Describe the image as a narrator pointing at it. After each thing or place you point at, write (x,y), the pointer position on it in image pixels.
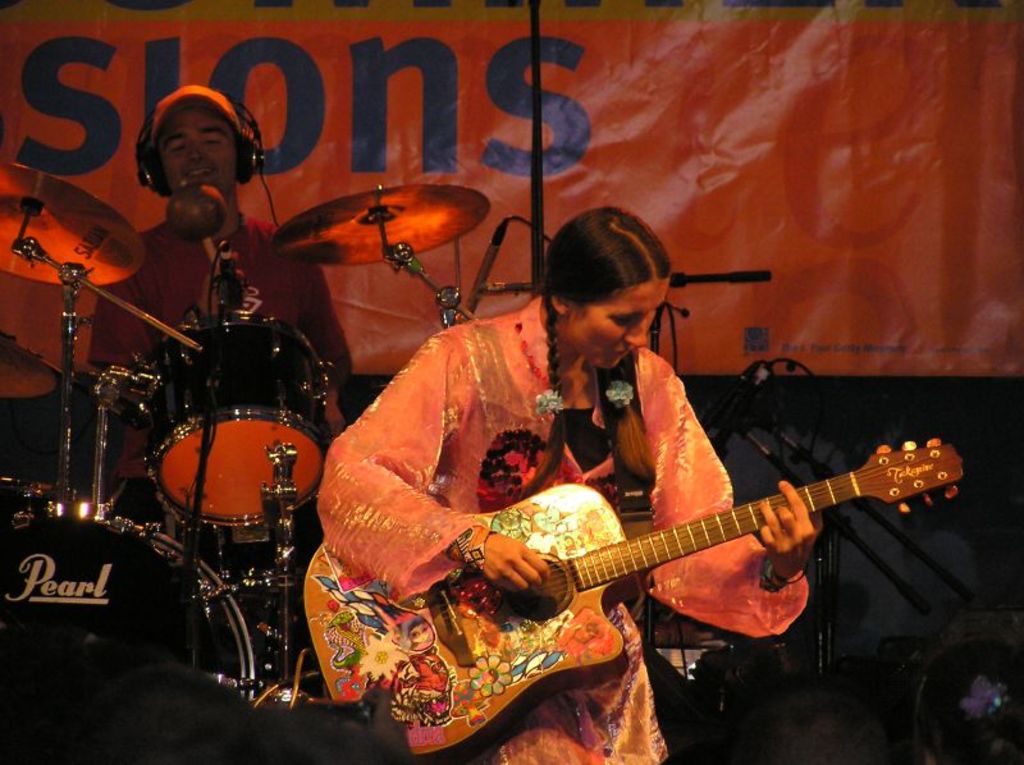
In the picture we can see a woman (565,375) standing and holding a guitar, just behind her we can see a man (277,286) playing a musical instruments (244,420) with a cap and headset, in the background (29,99) we can see a banner (954,357) and some text (45,90) on it. The woman (467,413) who is standing is wearing a pink dress (418,424).
